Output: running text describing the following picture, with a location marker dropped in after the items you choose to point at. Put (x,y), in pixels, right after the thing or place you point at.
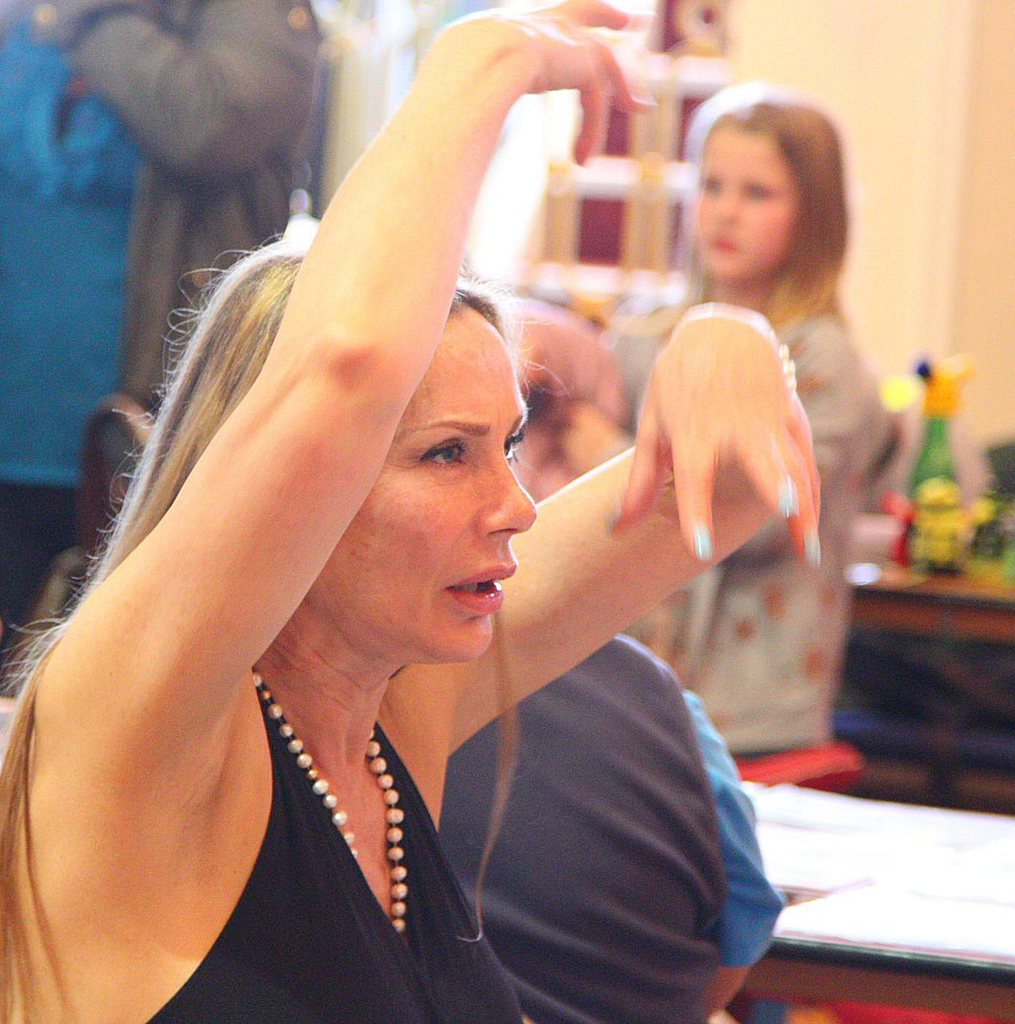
In this image in the front (303,685) there is a woman (314,687). In the background (91,139) there are persons (652,683) standing and sitting and there are objects (931,496) and there is a wall (937,145).
